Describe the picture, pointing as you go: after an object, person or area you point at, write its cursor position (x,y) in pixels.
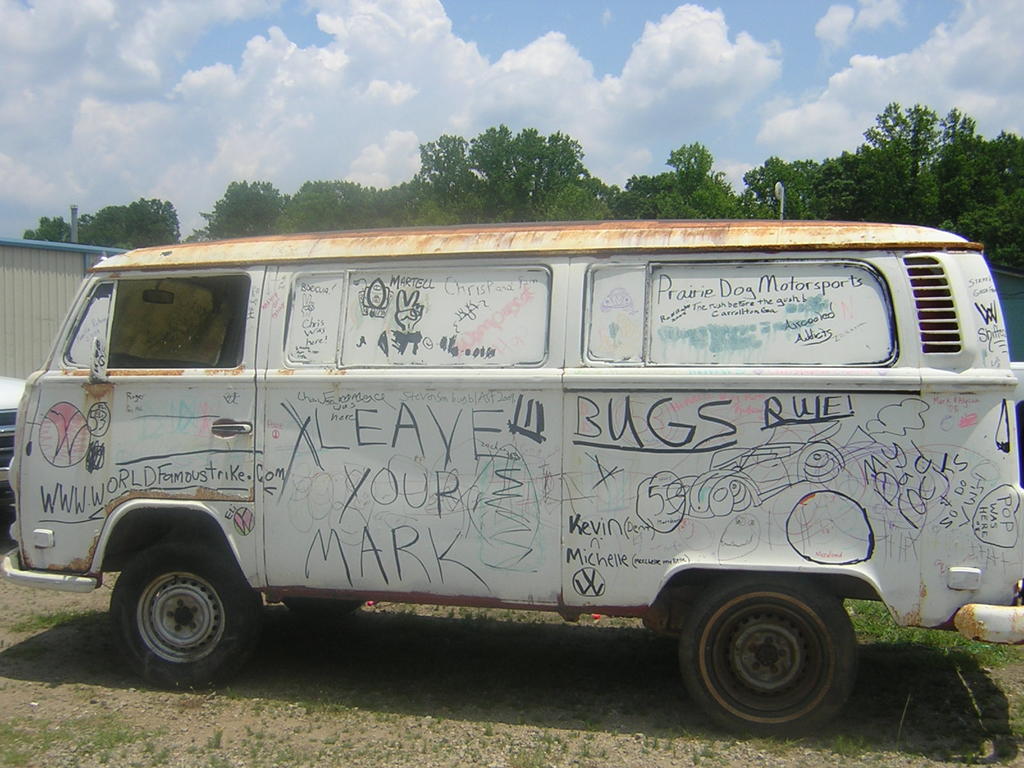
In the picture of there is a van (484,315) and on the van (301,493) there are some paintings (517,486) and quotations (407,503) are written, it looks like a damaged vehicle (176,347) and behind the van (135,447) there are many trees (440,151).
